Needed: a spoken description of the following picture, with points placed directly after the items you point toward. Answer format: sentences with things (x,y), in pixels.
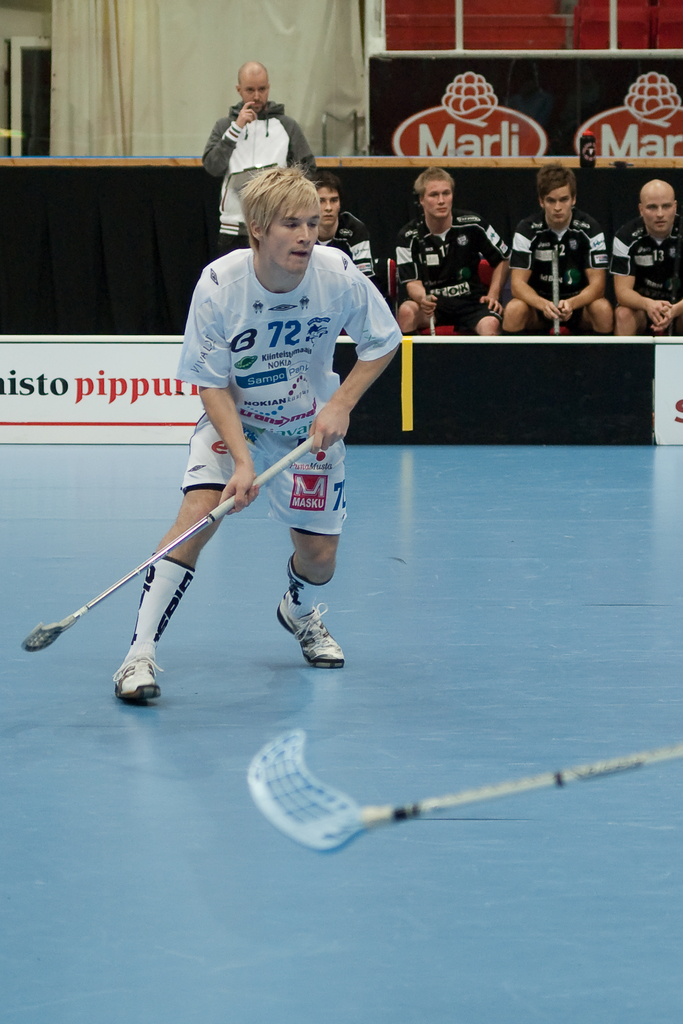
There is a man (308,229) holding stick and right side of the image (490,788) we can see stick (510,783). Background (349,228) there are four people (361,223) sitting and this man (224,154) standing and we can see curtain (328,102).
